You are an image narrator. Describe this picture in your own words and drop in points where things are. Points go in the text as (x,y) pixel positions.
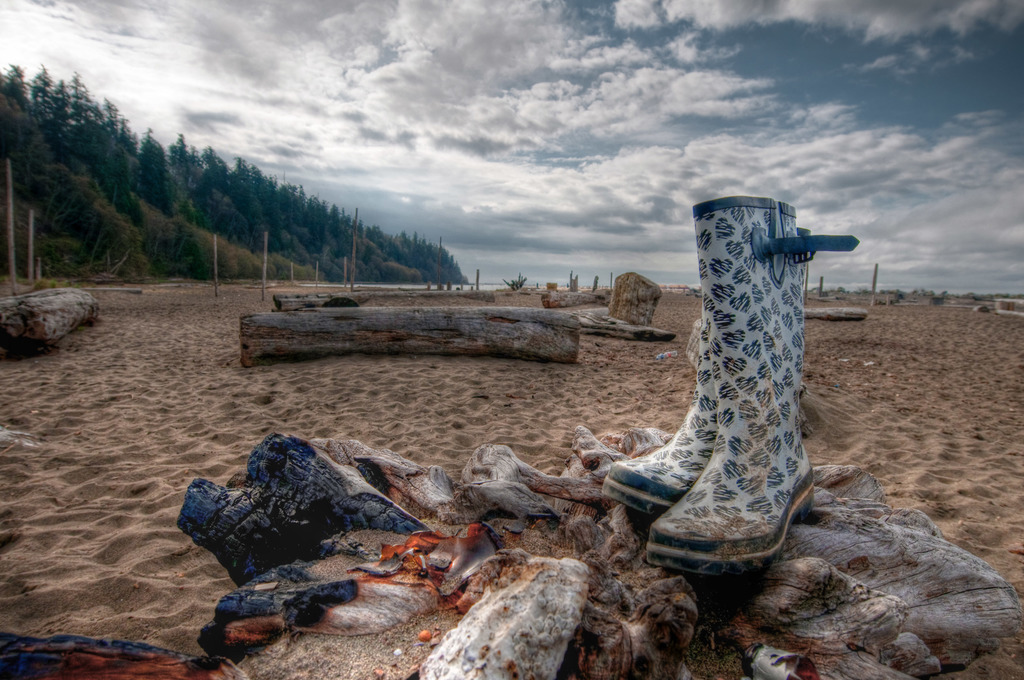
In the foreground (451,541) I can see wood (552,481) and a pair of shoes (742,518) on the sand (533,426). In the background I can see a fence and trees (167,262). On the top (490,225) I can see the sky (585,278). This image is taken during a cloudy day.
